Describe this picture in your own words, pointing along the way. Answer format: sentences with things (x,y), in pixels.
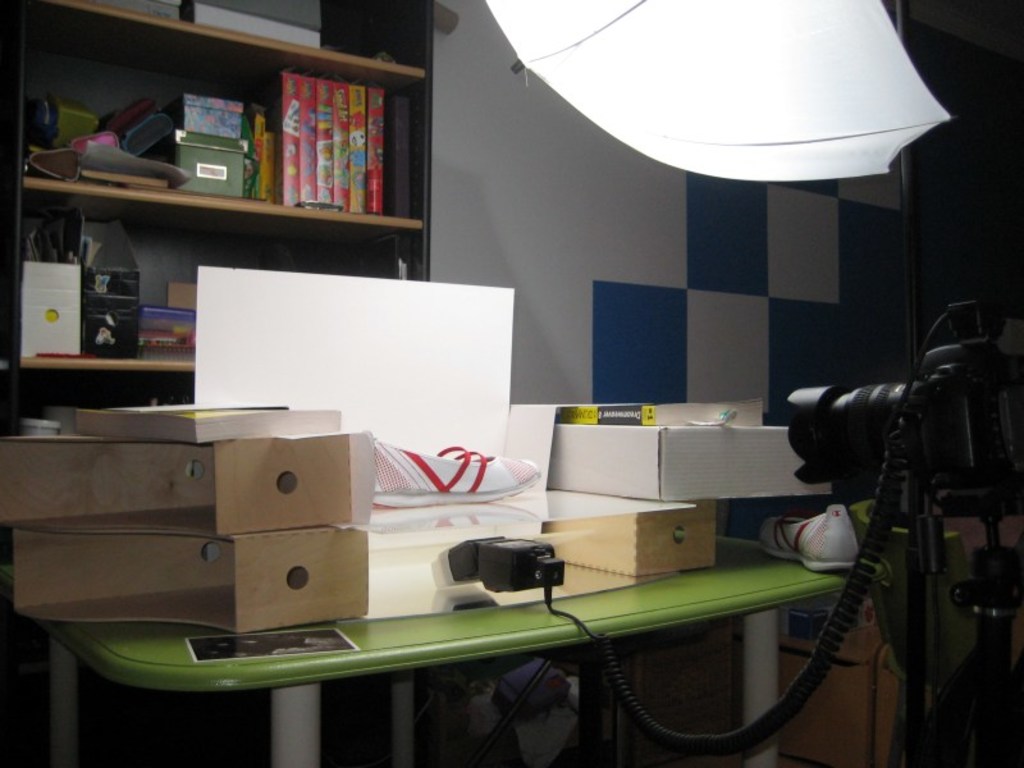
In the picture i can see a table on which there are some cardboard boxes (221,514), electronic devices (507,573), on right side of the picture (939,359) there is camera (1009,435) and on left side of the picture (219,38) there is cupboard (197,217) in which some books (302,147) and other items (189,185) are arranged in shelves (180,41), top of the picture (675,72) there is umbrella (664,140).
